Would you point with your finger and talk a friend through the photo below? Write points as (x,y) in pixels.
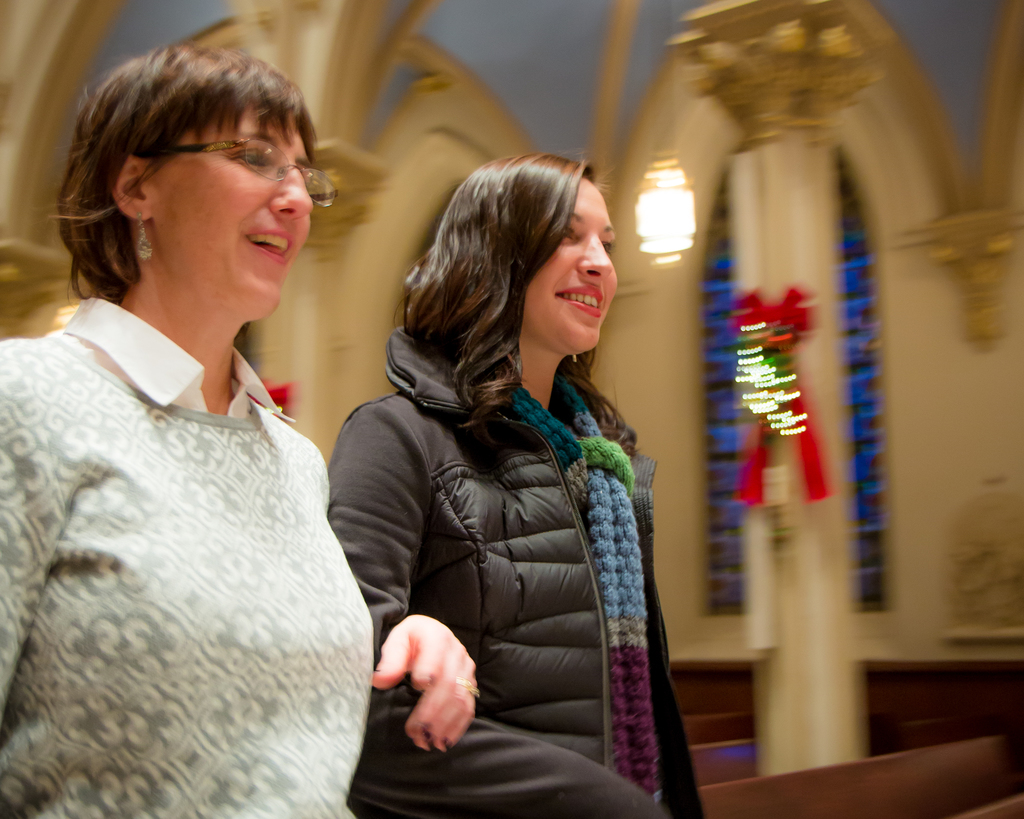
In this picture I can see there are two women (353,643) walking and they are smiling. One of them is wearing sweater (251,759) and the other one is wearing a coat (521,700). In the backdrop (337,328) there is a wall (402,114), pillars (347,239) and there are benches (930,790). There is some decoration (779,437) on the pillar (779,758).
